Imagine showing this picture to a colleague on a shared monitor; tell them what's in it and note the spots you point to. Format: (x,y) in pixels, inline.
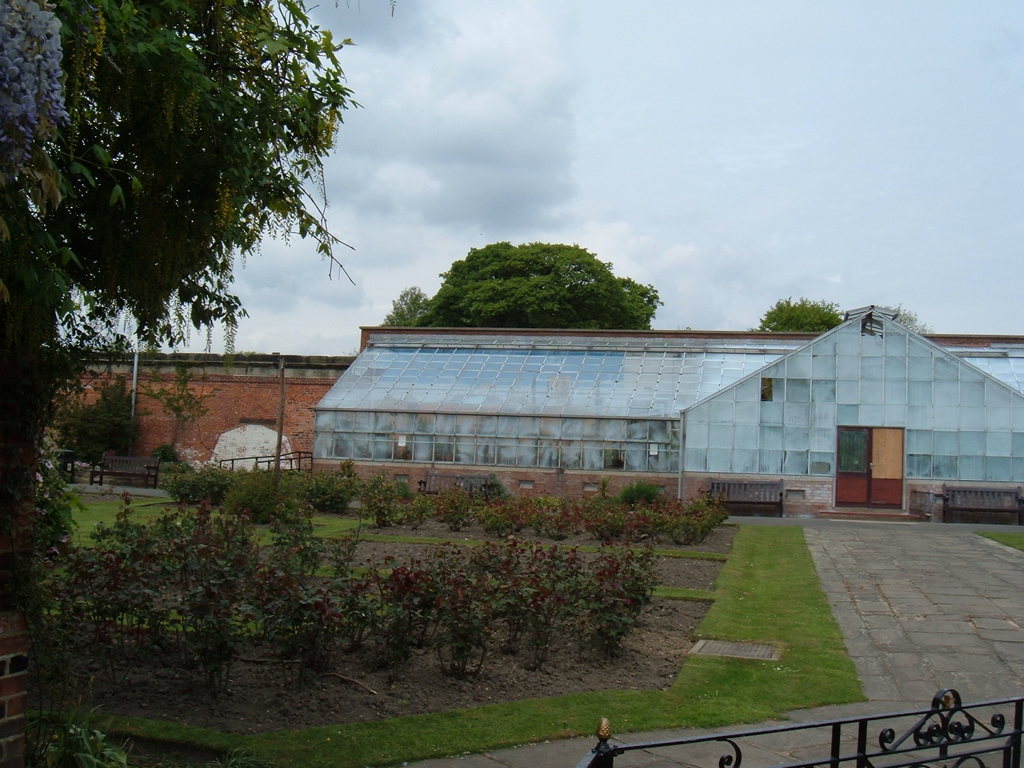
In the center of the image (504,423) there is a building (514,372). On the left side of the image (88,100) we can see tree (114,177), wall (196,390), plants (240,554) and grass (397,752). At the bottom of the image (487,737) we can see fencing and grass (524,738). In the background (563,230) we can see trees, sky (599,105) and clouds (461,136).
